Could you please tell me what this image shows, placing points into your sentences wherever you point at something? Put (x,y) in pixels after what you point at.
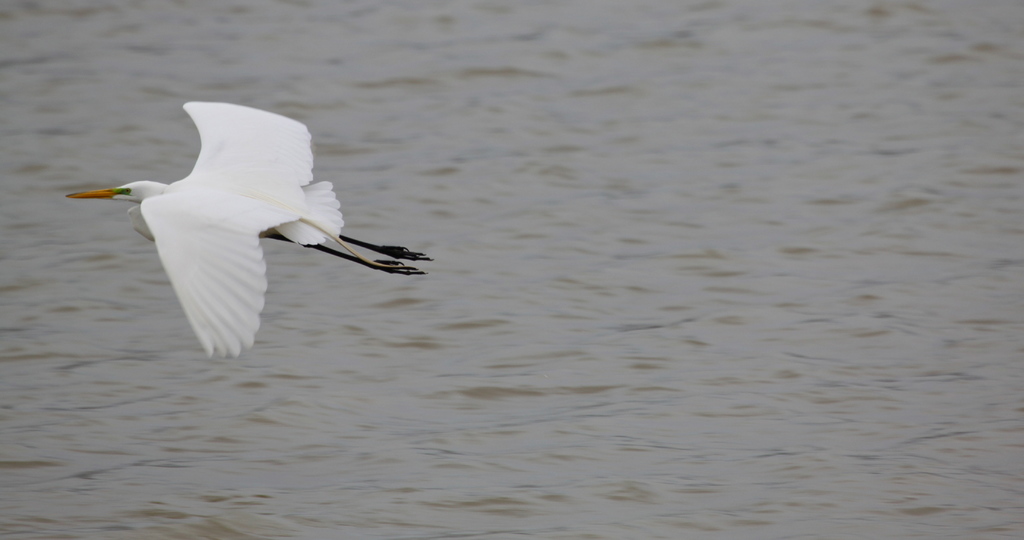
On the left side (231,213) a crane (273,217) is flying in the air, this is water (488,415) in this image.
